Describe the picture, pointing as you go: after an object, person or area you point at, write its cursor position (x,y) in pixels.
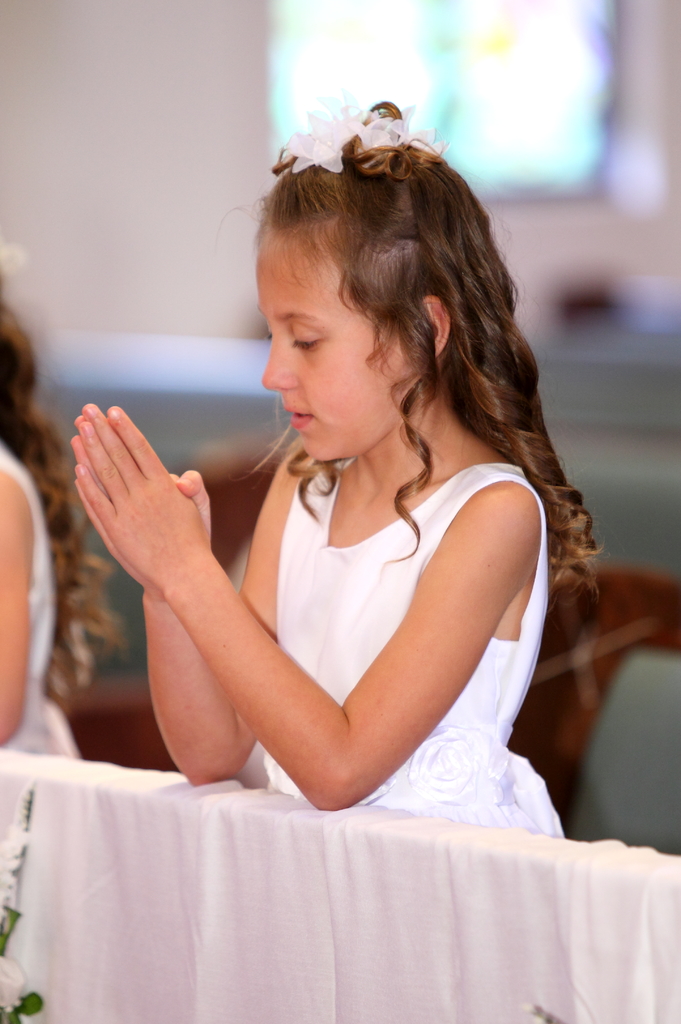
In the image there is a girl (282,361) offering prayer she is wearing white dress (480,765) and she is standing in front of a white cloth (375,841) and the background (231,123) is blurred.
